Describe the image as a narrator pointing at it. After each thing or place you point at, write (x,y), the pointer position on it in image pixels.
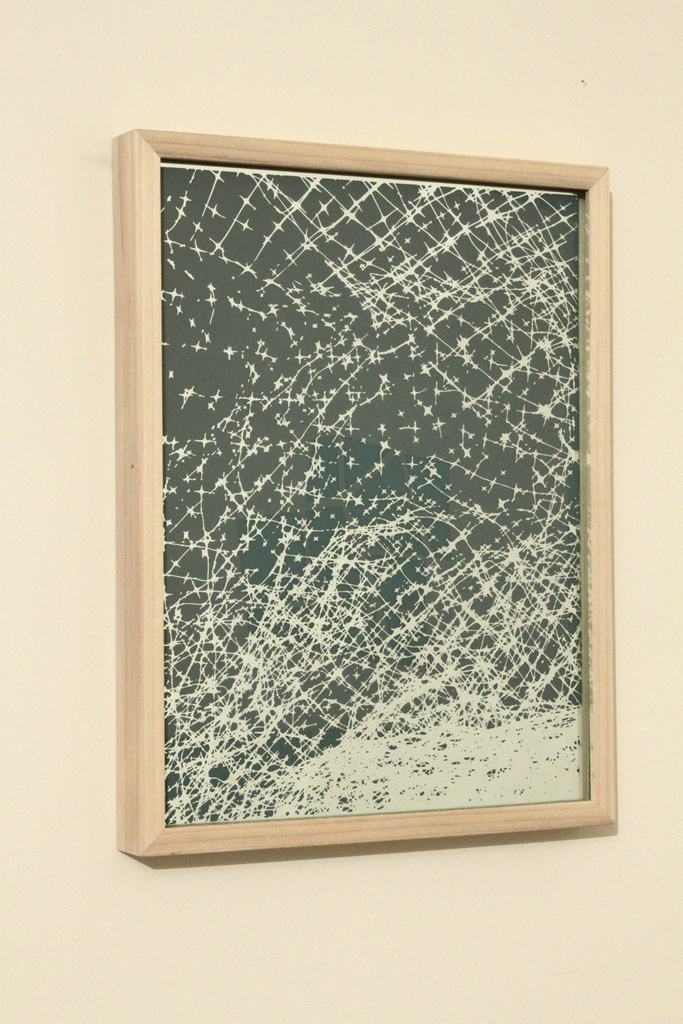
In this picture there is a frame (143,447) on the wall (518,939).
